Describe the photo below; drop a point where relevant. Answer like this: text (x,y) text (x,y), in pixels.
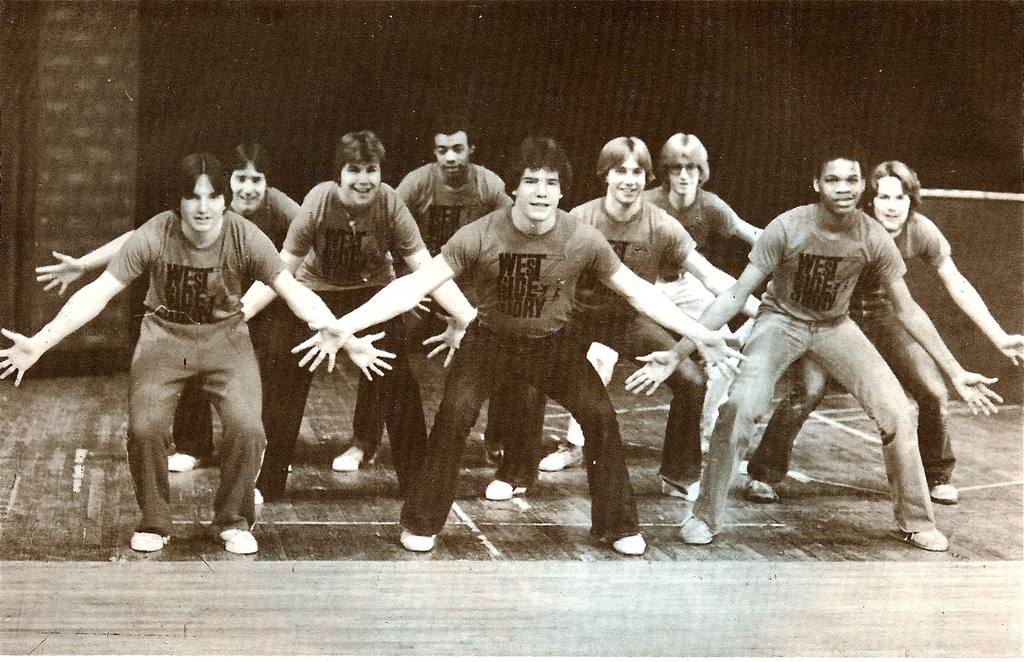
In this image in front (853,380) there are people (516,409) standing on the floor (743,504). Behind them there is a wall (45,182).
